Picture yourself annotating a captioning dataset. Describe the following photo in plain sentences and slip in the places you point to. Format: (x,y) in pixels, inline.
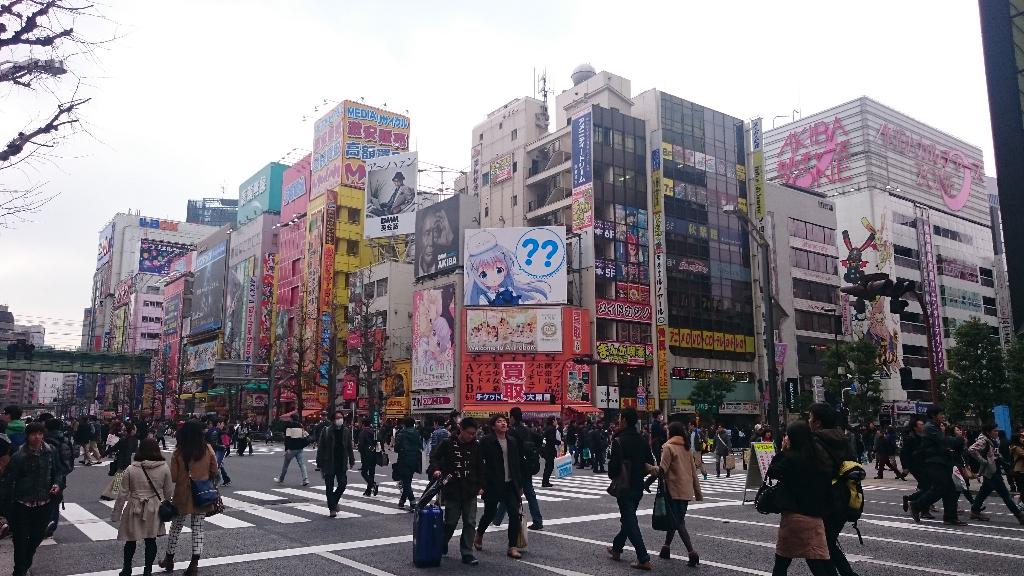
In this image there are buildings (685,295), trees (861,344) and boards (327,247). At the bottom (156,496) there are people (477,471) and we can see a road (591,553). In the background (424,31) there is sky (368,30). On the left (136,359) there is a bridge (69,360).
